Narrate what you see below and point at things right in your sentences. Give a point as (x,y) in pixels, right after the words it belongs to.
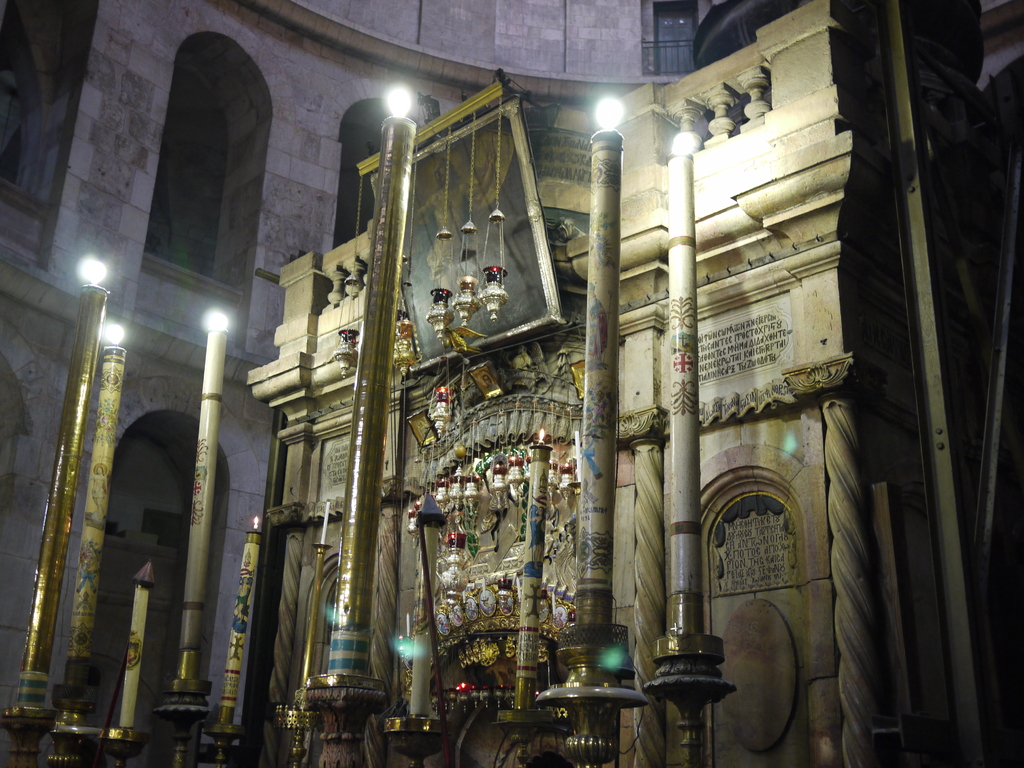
In this picture we can see a photo frame (527,234) and some text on the wall (517,415), here we can see poles (606,161), lights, decorative objects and some objects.
